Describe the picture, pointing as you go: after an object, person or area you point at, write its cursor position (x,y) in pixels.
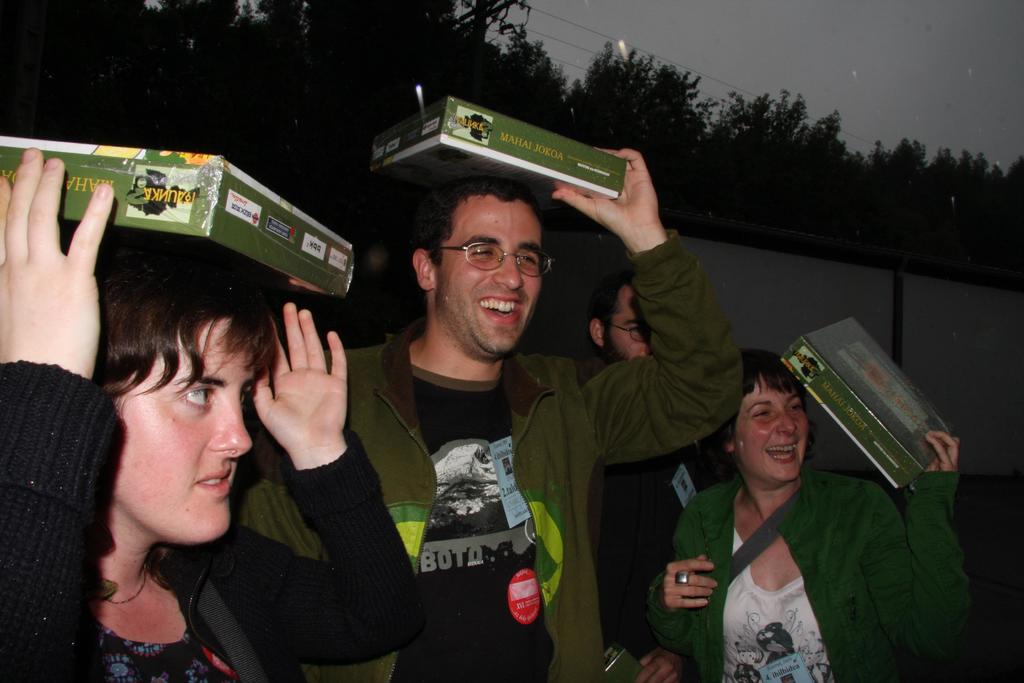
In this image we can see people (606,569) standing and holding cartons (237,237). In the background (147,58) there are trees (597,58), wires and sky (854,59).
